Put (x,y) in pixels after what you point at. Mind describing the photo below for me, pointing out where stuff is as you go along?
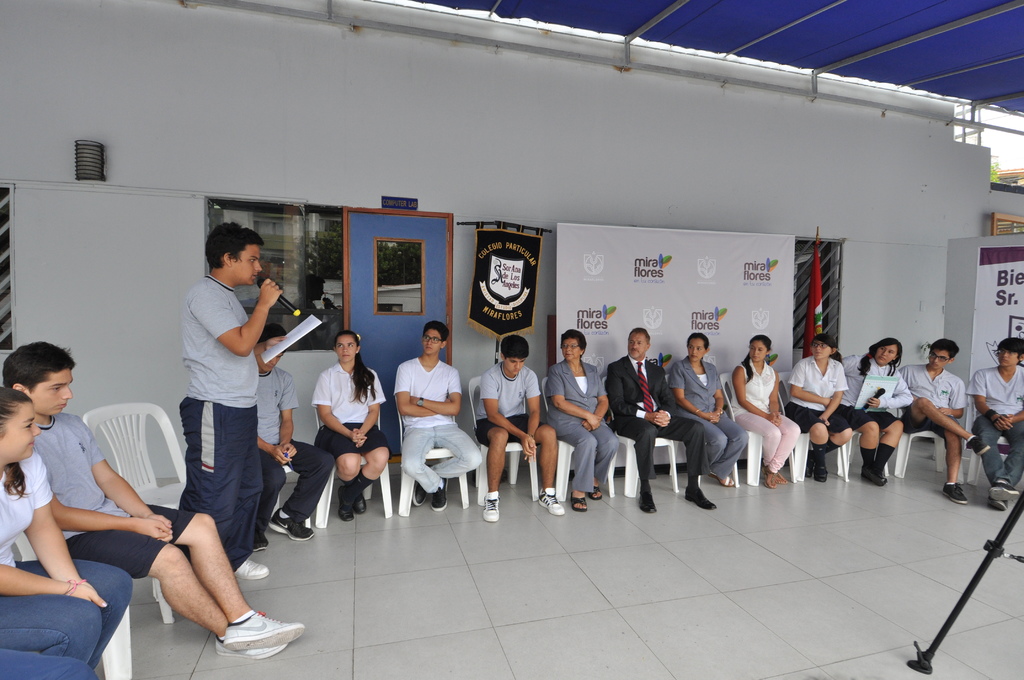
In this image, on the left (227,376) there is a man (218,382), he wears a t shirt (224,370), trouser (227,514), shoes (253,570), he is holding a mic (278,294), papers (303,329). In the middle (525,407) there are many people (532,428), they are sitting on the chairs (487,468). At the bottom (922,628) there is stand (940,632), floor (945,591). In the background (340,269) there are banners (603,254), posters (655,263), window (313,280), door (439,274), flag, shed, wall (600,154), sky (1015,161).
